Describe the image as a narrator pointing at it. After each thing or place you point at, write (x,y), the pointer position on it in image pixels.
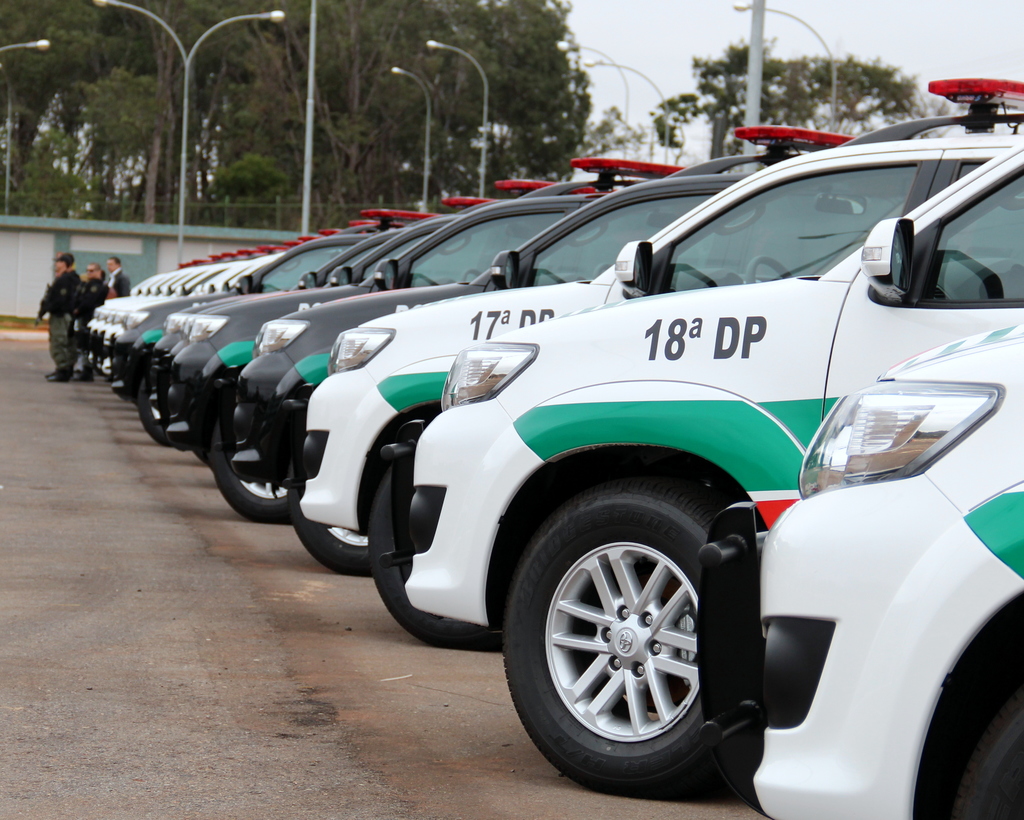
In this picture there are vehicles (563,290) on the road (61,492) and there are group of people (71,315) standing on the road (112,503). At the back (18,310) there is a wall (31,303) and there are light poles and there are trees (203,143) behind the wall (66,235). At the top (616,33) there is sky (622,27). At the bottom (180,632) there is a road (110,527).
